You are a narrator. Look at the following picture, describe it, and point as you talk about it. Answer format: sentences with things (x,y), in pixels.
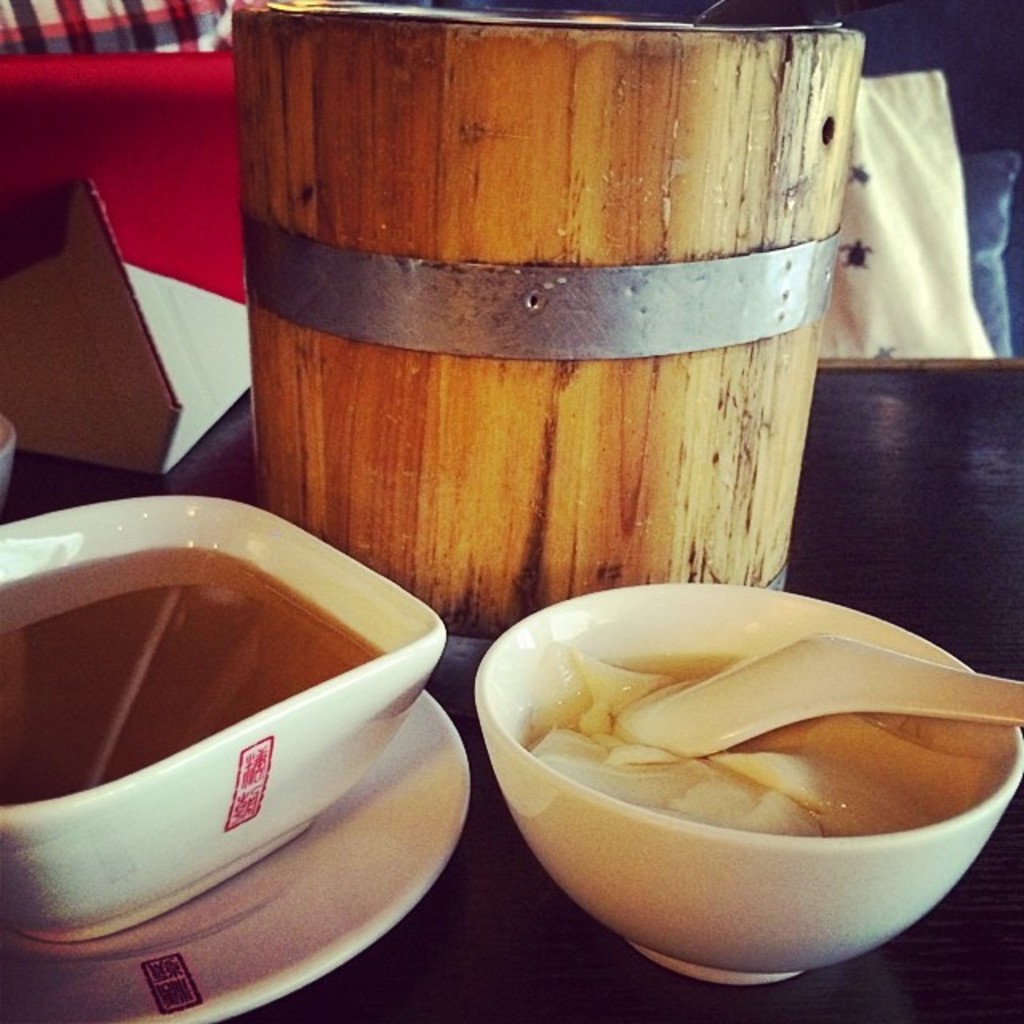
In this picture I can see the bowls (94,792), saucer (347,850) and a spoon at the bottom (533,803), in the middle (440,438) it looks like a wooden box (611,315).
